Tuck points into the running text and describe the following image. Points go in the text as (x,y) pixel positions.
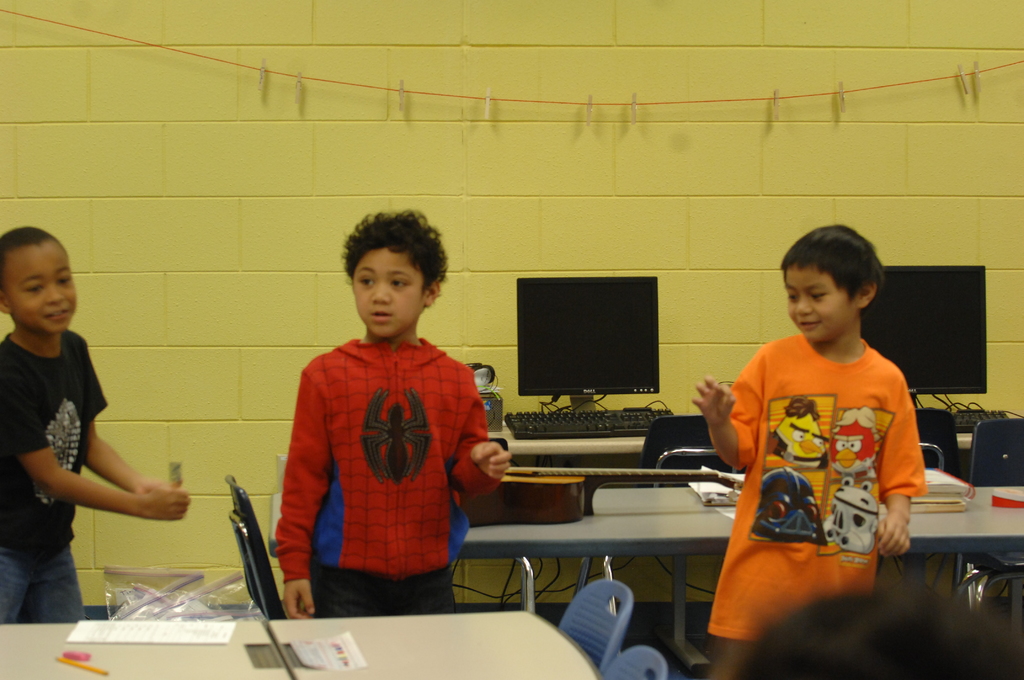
In the image we can see there are kids (905,459) who are standing and at the back (623,341) there are monitor (595,353) on the table (532,445).
